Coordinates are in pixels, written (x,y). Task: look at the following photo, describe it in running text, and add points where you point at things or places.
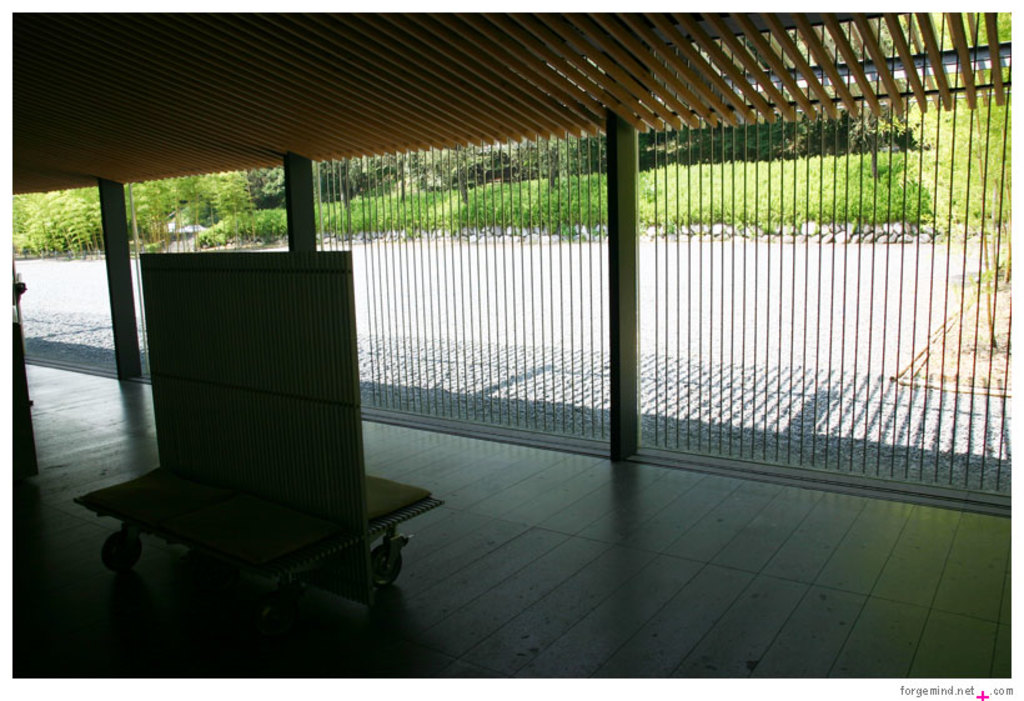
In the foreground of this image (311,425), there is a cart (313,488) like an object (326,380) on the floor (599,606) and behind it there is railing (643,294) in between pillars (304,225) and on the top (670,28), there are yellow colored pipes (283,96) to the ceiling (842,37). In the background (888,194), there are plants (516,201), trees (165,199) and the road (760,264).
